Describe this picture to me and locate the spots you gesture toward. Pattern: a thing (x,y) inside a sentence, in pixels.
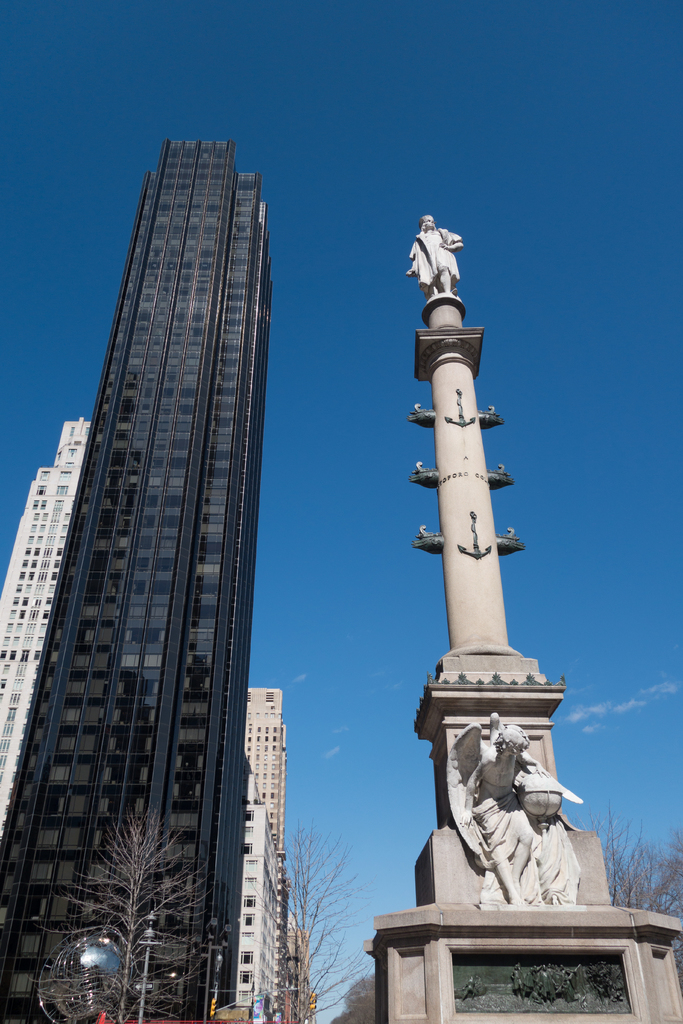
In this image there are buildings (166,985) and trees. We can see a statue (483,852). In the background (378,468) there is sky (378,468).
